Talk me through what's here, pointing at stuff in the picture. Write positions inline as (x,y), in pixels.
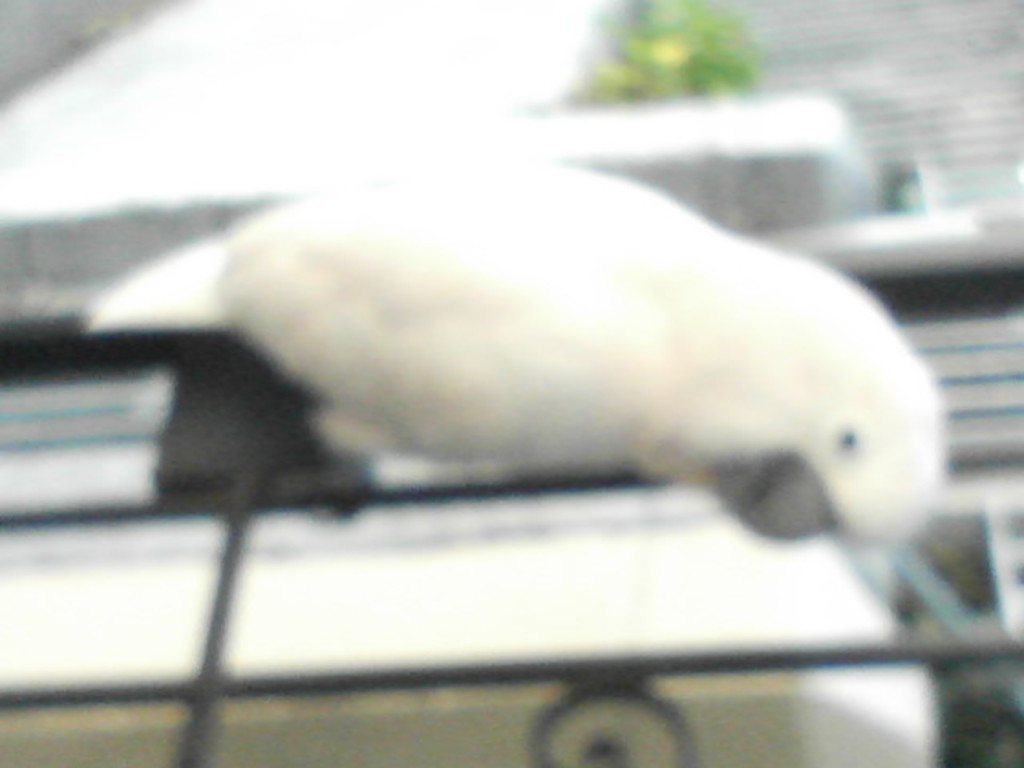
In this picture I can see the iron bars (94,514) and on it I can see a white color parrot (377,285). I can also see that this image is blurred.
